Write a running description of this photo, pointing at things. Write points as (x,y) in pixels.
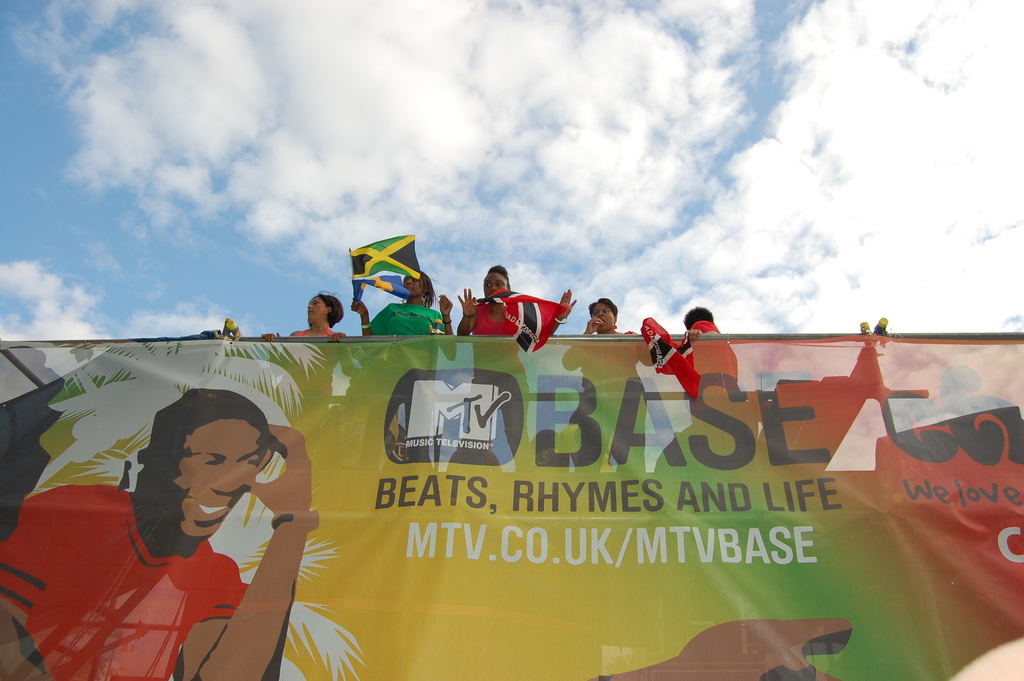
At the bottom of this image (331,490), there is a banner (333,417) having paintings (216,475) of a person (170,530), trees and texts (557,452). Above this banner (490,463), there are persons (487,287). Three of them are holding flags (395,288). In the background (726,239), there are clouds (111,166) in the blue sky (118,171).
